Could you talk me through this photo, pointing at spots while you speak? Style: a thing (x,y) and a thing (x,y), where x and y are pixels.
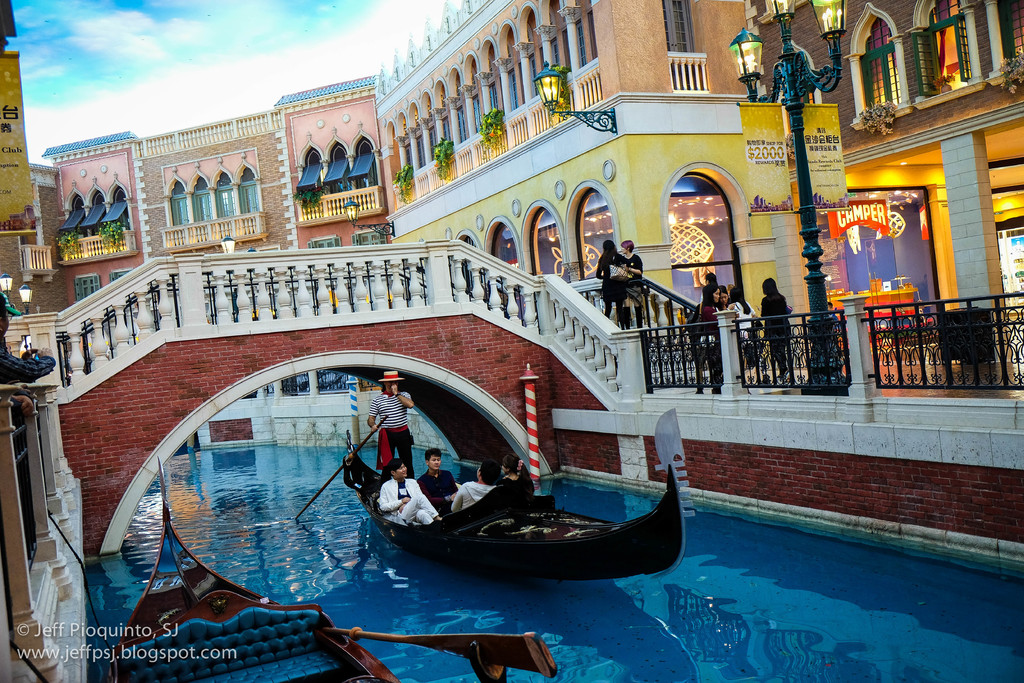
There is a boat (169,589) on the left (184,607) and there is another boat (374,495) on the right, 5 people (408,500) sailing on it. The water (291,527) seems to be too clear. There is a bridge (172,420) over here and few people (629,309) getting onto it and we see a man (27,358) over here capturing on his phone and there are few buildings (296,177) over here, painted beautifully and it is a clear sky (204,64).
